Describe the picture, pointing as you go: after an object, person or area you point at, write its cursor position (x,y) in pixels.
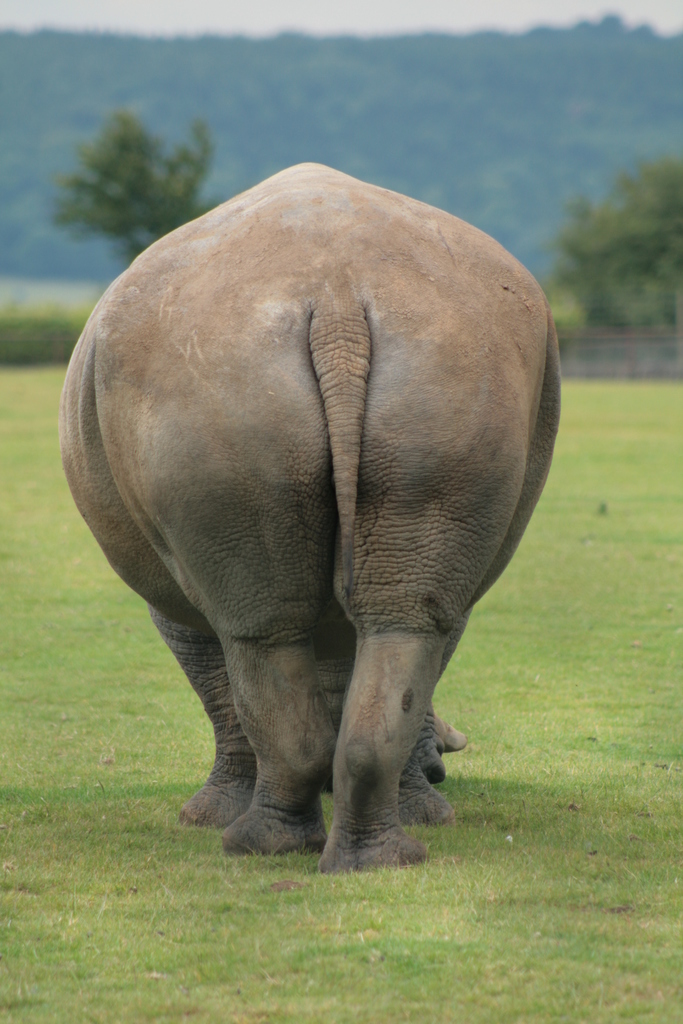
Here we can see a rhinoceros (267,601) on the ground (318,926). This is grass (294,945). In the background (676,219) we can see trees (474,160) and sky (309,6).
